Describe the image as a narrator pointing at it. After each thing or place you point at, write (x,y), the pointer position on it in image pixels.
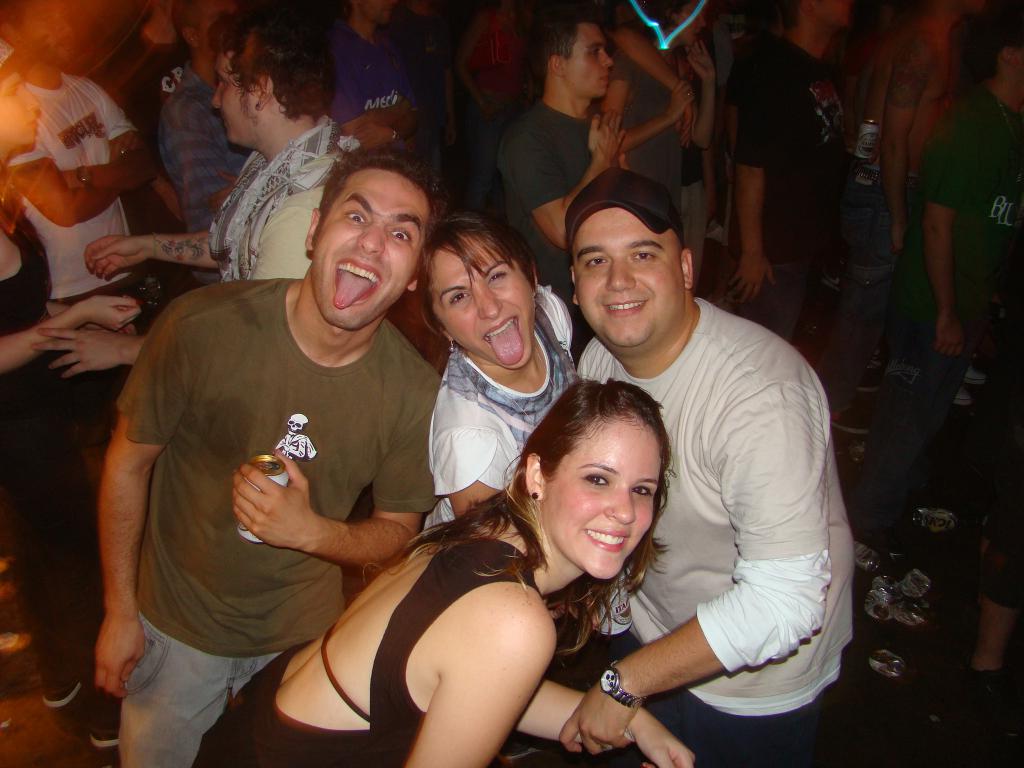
In the center of the image (450,257) we can see some people (325,443) are standing and a lady (543,551) is bending and a man (313,492) is holding a tin (267,487). In the background of the image (1000,50) we can see a group of people (982,156) are standing. At the bottom of the image (870,752) we can see the floor (829,748) and cans (898,619).
